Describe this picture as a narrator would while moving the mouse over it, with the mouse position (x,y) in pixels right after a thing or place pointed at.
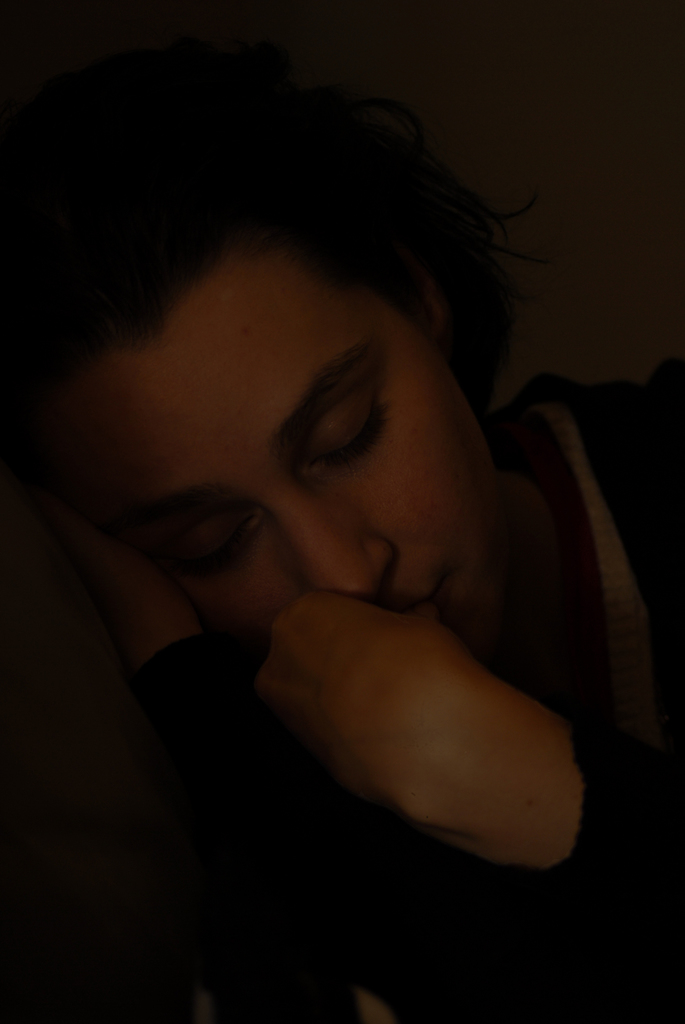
In this picture we can see a person (305,634) sleeping. There is a dark view on top (489,93) and at the bottom of the picture (164,1006).
